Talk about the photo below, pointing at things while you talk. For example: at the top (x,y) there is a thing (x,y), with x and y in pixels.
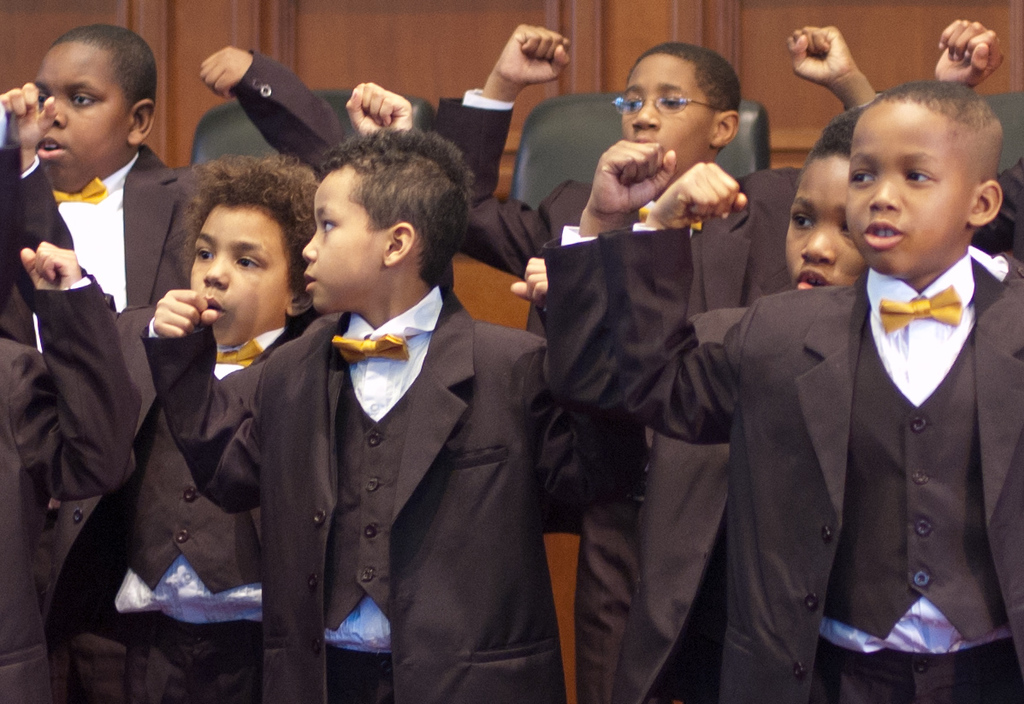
Here, we can see some kids (700,508) standing and they are wearing black color coats (644,454) and there are some chairs (719,163).
